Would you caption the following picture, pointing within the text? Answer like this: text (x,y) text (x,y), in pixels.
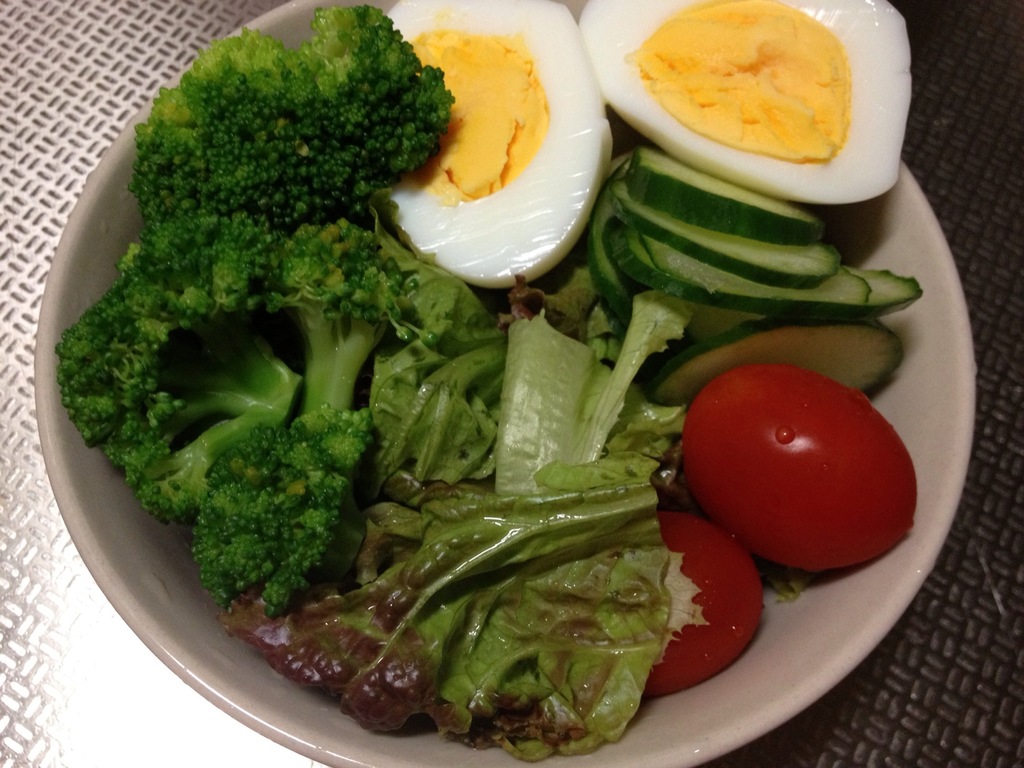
In this image there some food items (370,465) are kept in to a bowl (61,433) and there is a piece of tomatoes (726,443) and eggs (662,112) and this bowl (82,234) is kept on the floor (89,648).
